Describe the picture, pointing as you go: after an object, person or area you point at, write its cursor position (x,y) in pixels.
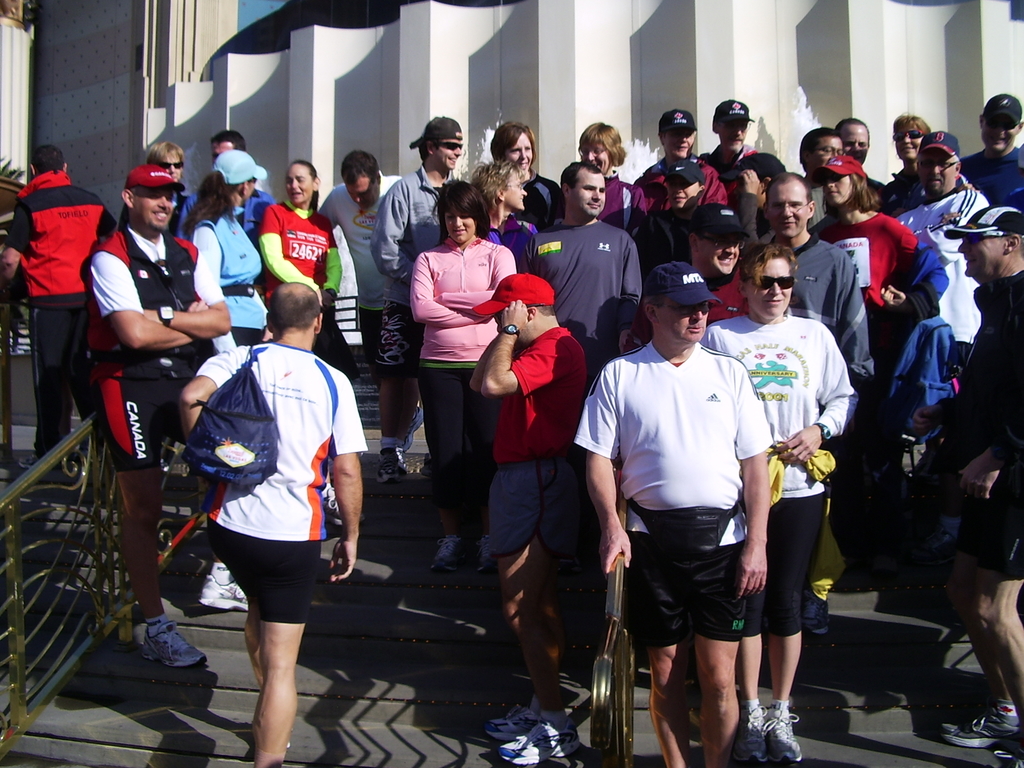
In this image we can see a group of people (598,433) standing on the steps (847,669), there is a fence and in the background (637,133) we can see a white color wall (698,108).
